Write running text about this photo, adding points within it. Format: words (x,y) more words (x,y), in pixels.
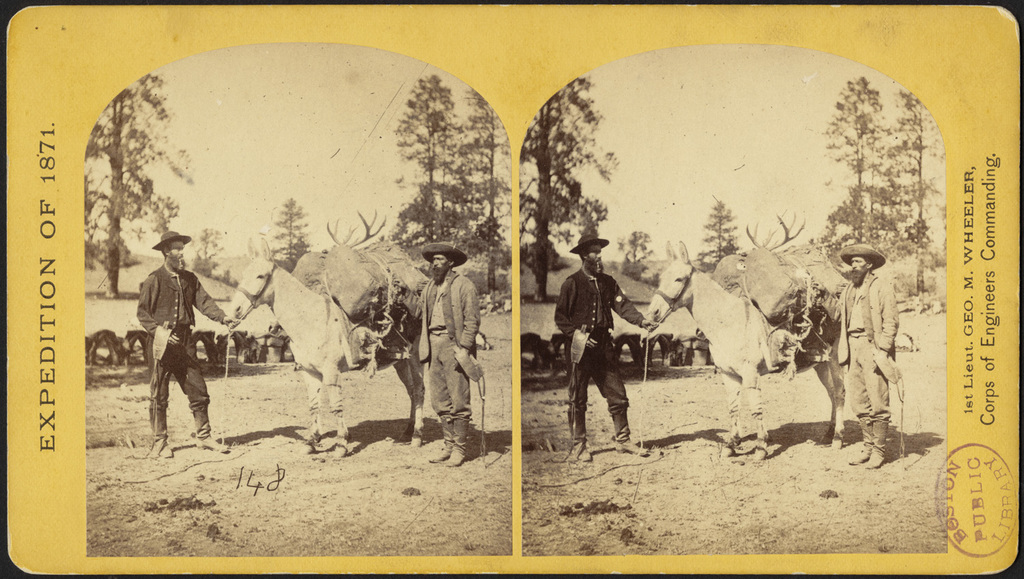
In this picture i can see two photos (632,275) in this pad (980,431). In that photo (406,225) i can see two persons (455,339) were standing near to the horse (241,308). In the horse's back (367,309) i can see some jute-bag (344,288). In the background (138,242) i can see trees (110,245), plants (129,252) and sky (314,236). On the right (967,184) there is a quotation (967,386). In the bottom right corner (979,478) there is a watermark (966,502).
